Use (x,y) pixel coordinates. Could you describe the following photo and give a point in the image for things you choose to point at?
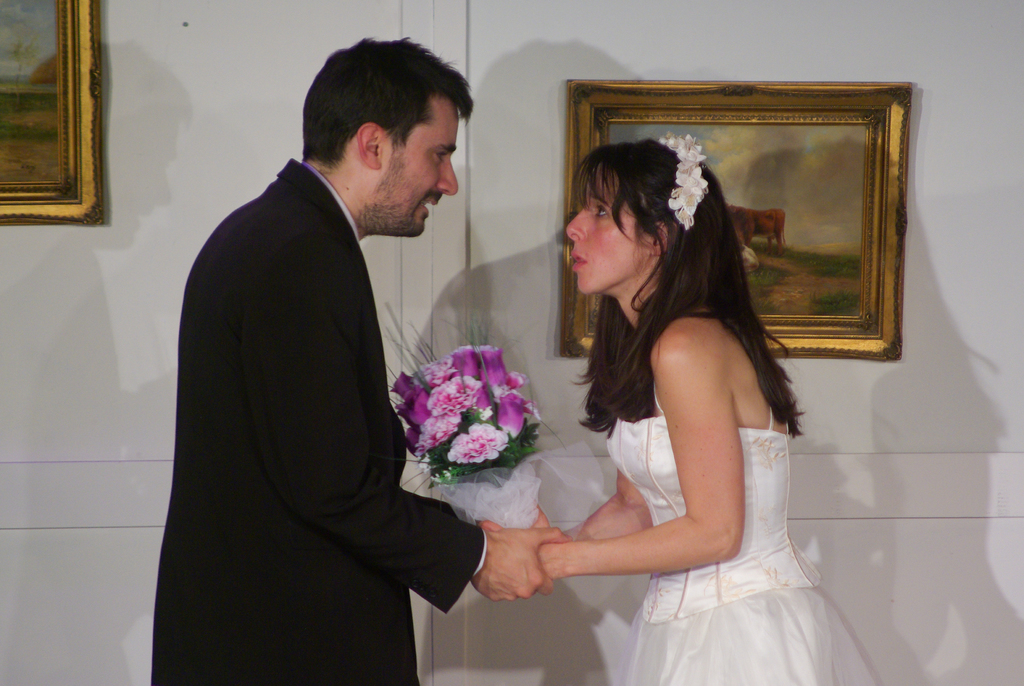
In this picture there is a couple (640,512) standing. One of them was a man (291,355), wearing black color coat (328,478) and the other was a woman (680,520), wearing white color dress (767,565), holding bouquet (510,457) in their hands (534,551). In the background (70,185) there are photo frames (46,165) fixed to the white color wall (135,259).
